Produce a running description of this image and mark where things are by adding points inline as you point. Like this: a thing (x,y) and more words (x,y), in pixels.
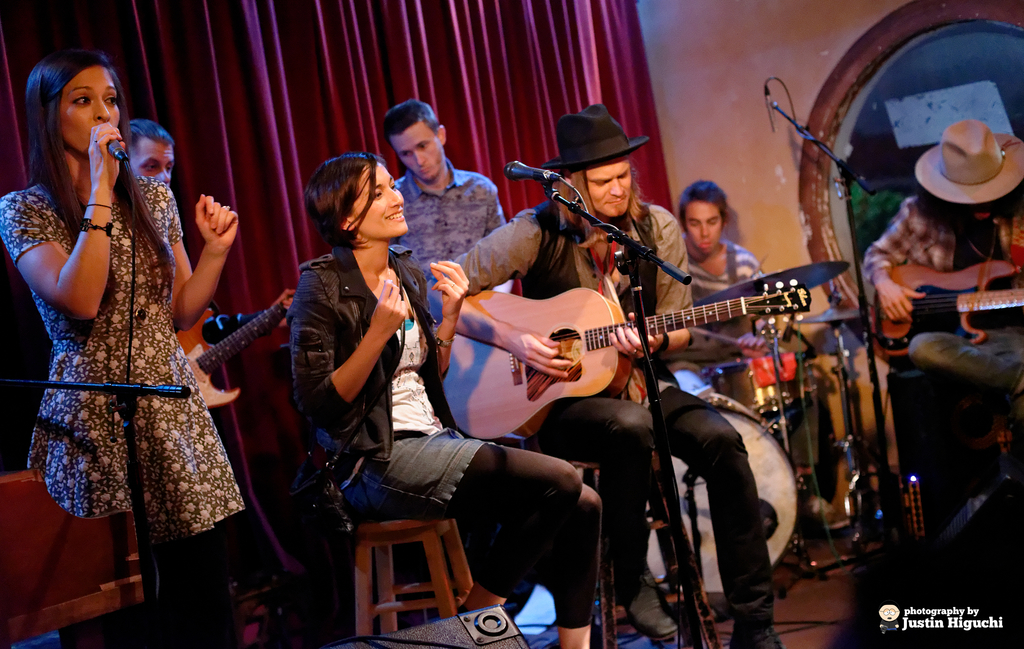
In this picture there is a man (526,270) wearing a grey shirt (522,261) is holding a guitar (595,357). A woman (389,380) wearing a black jacket (379,366) is sitting on the chair (368,530). There is also other woman (90,269) wearing a black and white dress (127,309) is holding a mic (113,147) and singing. There is a person (696,215) at the background (696,238). There is also a man (959,227) wearing plaid shirt (917,230) is playing a guitar (926,279). There is a maroon curtain (444,71) at the background (431,83).
